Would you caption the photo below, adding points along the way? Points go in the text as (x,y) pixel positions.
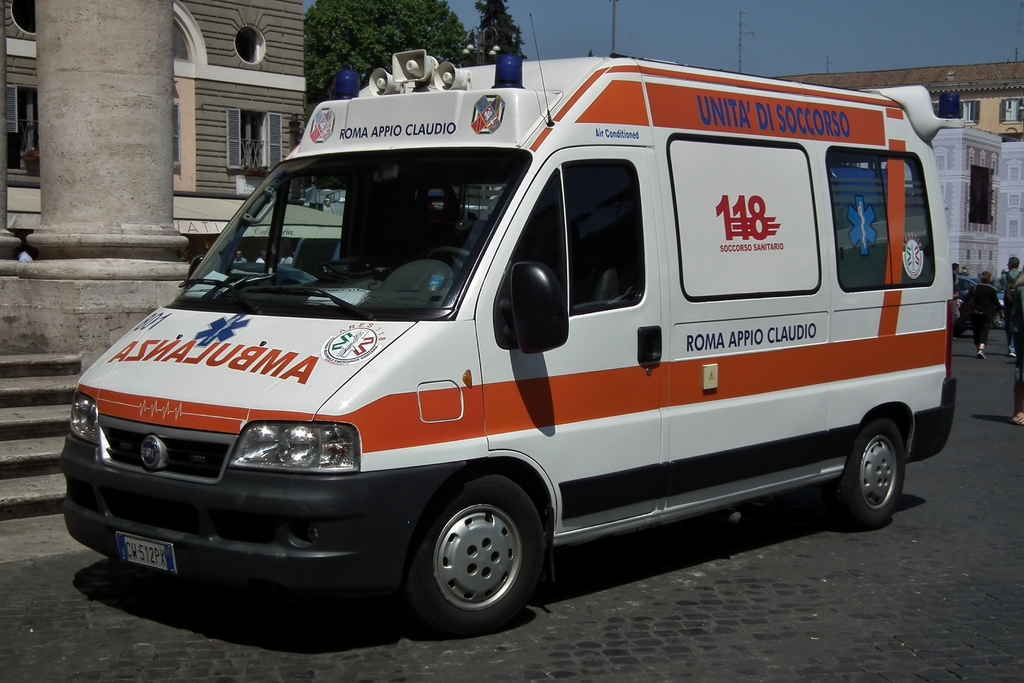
In this image we can see a vehicle (775,334) parked on the road (387,618). In the background (1014,316), we can see a group of people (1016,301) standing on the road (851,558), a group of trees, buildings (1013,184) and sky (720,31).
